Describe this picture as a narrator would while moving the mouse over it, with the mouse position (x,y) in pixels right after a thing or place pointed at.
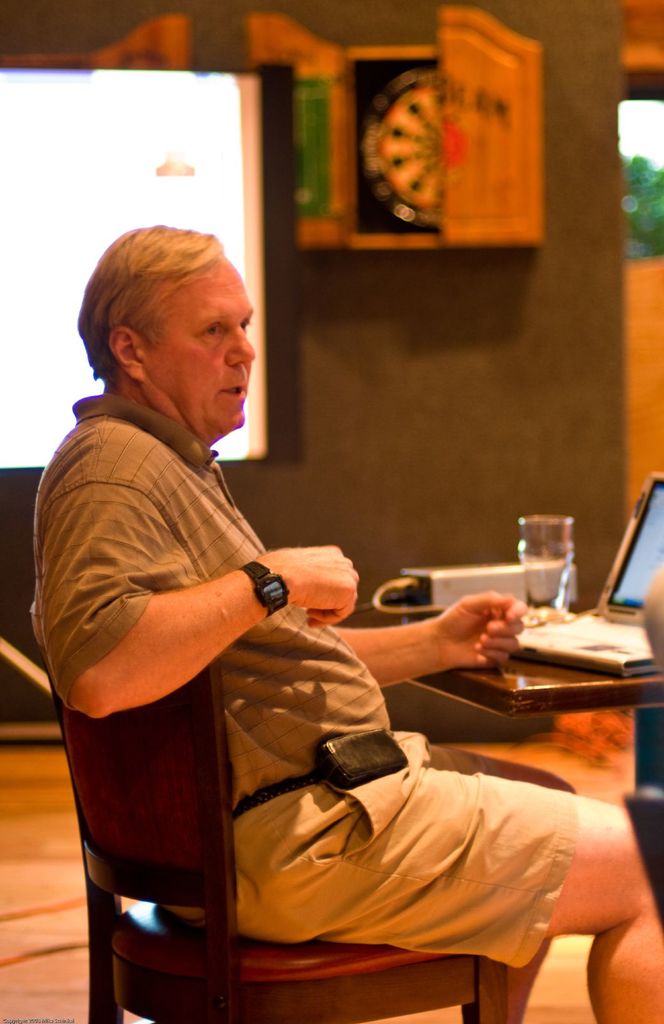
In this picture there is a man (136,464) sitting on a chair (257,973) and we can see laptop (556,657), glass (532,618) and device (415,602) on the table (552,666). In the background of the image (281,407) we can see screen (253,218), wall (481,343) and objects (351,171).
